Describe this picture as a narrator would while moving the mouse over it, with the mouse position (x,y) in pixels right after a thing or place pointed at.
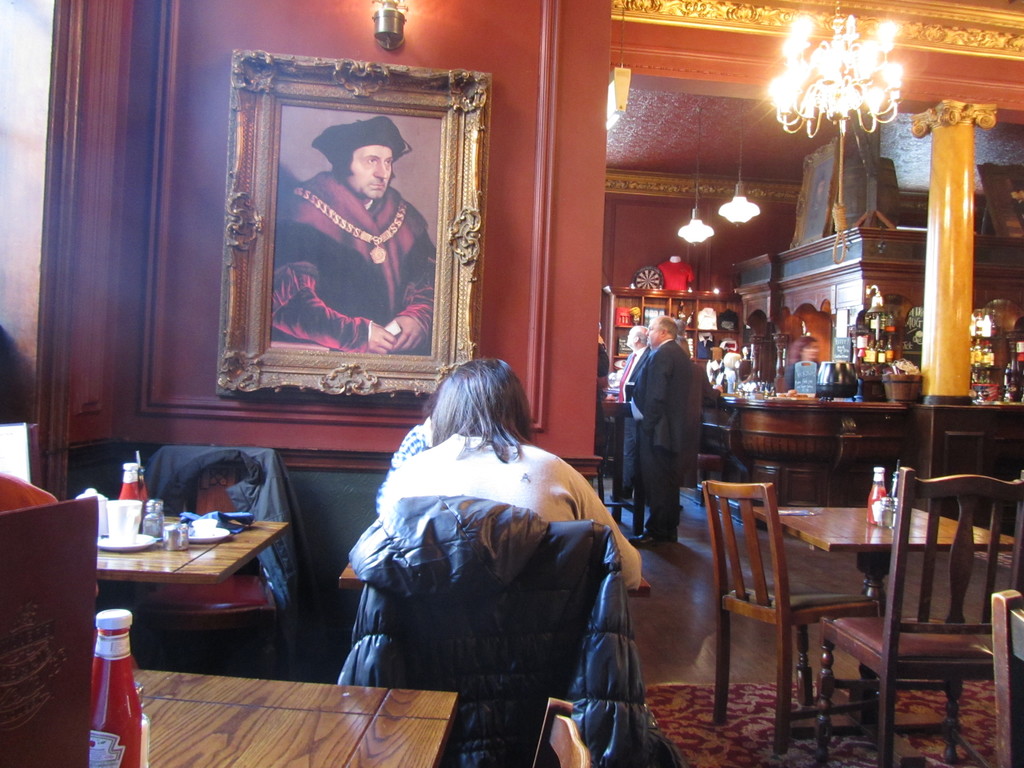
There is a group of people (643,431). In center (463,473) we have a person (491,488). She is sitting on a chair (473,553). We can see the background (480,204) is there is photo frame (468,190), lights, table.
